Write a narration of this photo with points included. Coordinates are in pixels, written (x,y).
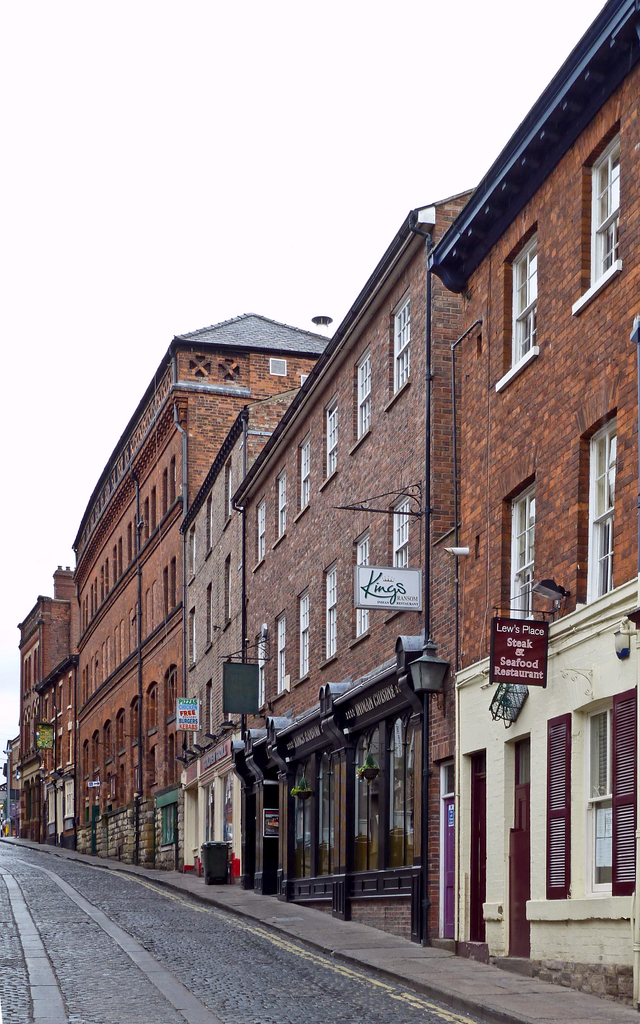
This is an outside view. At the bottom of the image (112,898) I can see the road (203,940). Beside the road (262,964) there are many buildings (327,639). At the top of the image (253,175) I can see the sky (268,193).
